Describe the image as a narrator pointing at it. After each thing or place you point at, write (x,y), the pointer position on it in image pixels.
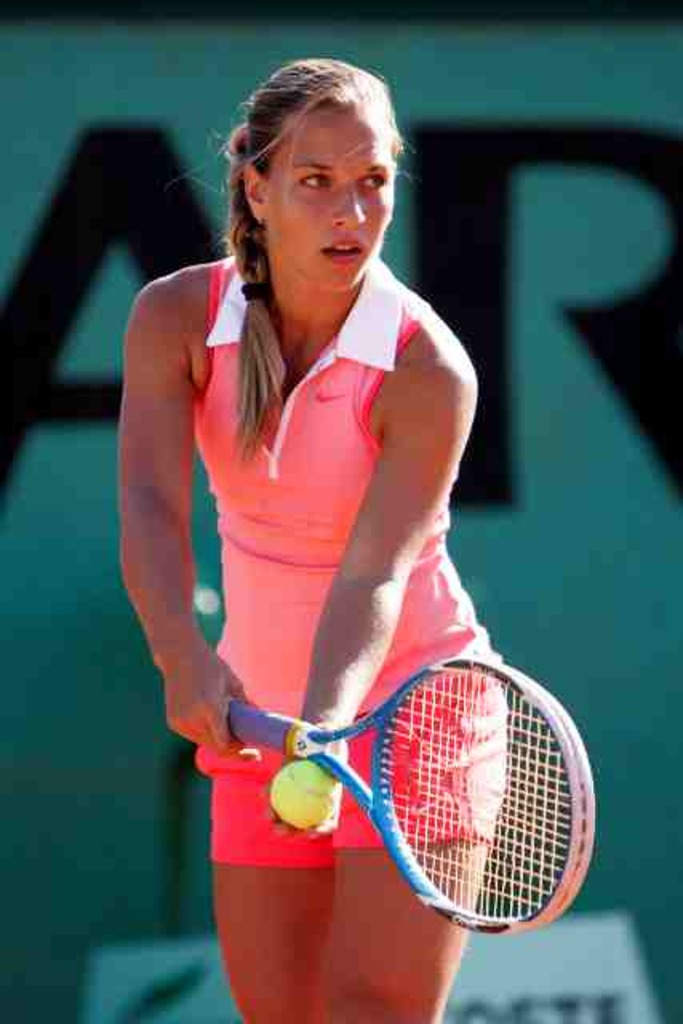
In this picture there is a lady (288,456) playing tennis, in the background (99,774) we observe a poster (101,735) named as AR.
